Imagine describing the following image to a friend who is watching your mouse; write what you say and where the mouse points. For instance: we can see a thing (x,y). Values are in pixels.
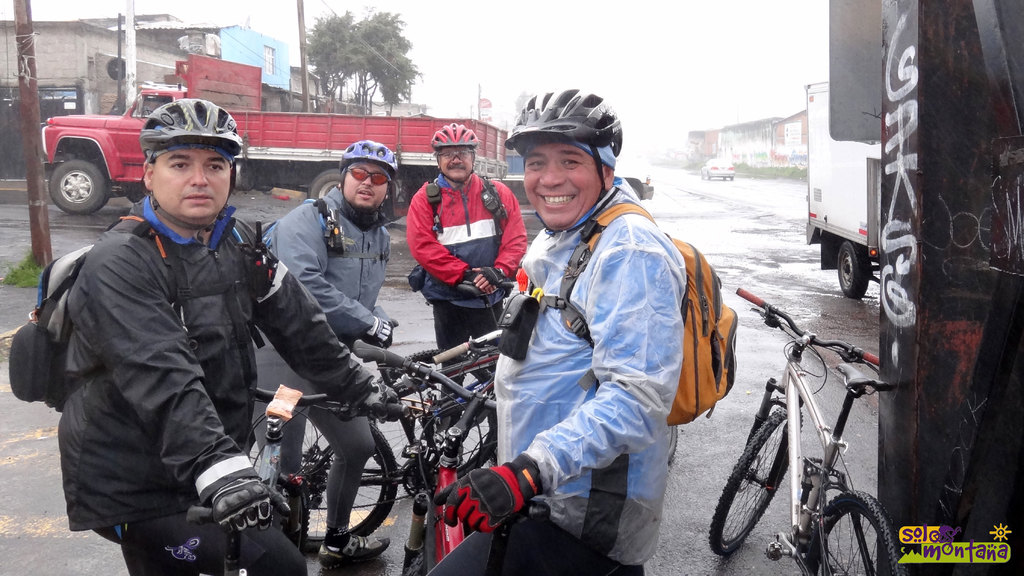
In this image I can see group of people (542,544) standing and I can also see few bicycles (368,349). In front (572,544) the person (537,376) is wearing blue color shirt (532,412) and wearing an orange color bag (716,364), background (351,58) I can see few vehicles (635,182), trees (339,42) in green color. I can also see few buildings (109,35), poles (134,47) and the sky (603,42) is in white color.
